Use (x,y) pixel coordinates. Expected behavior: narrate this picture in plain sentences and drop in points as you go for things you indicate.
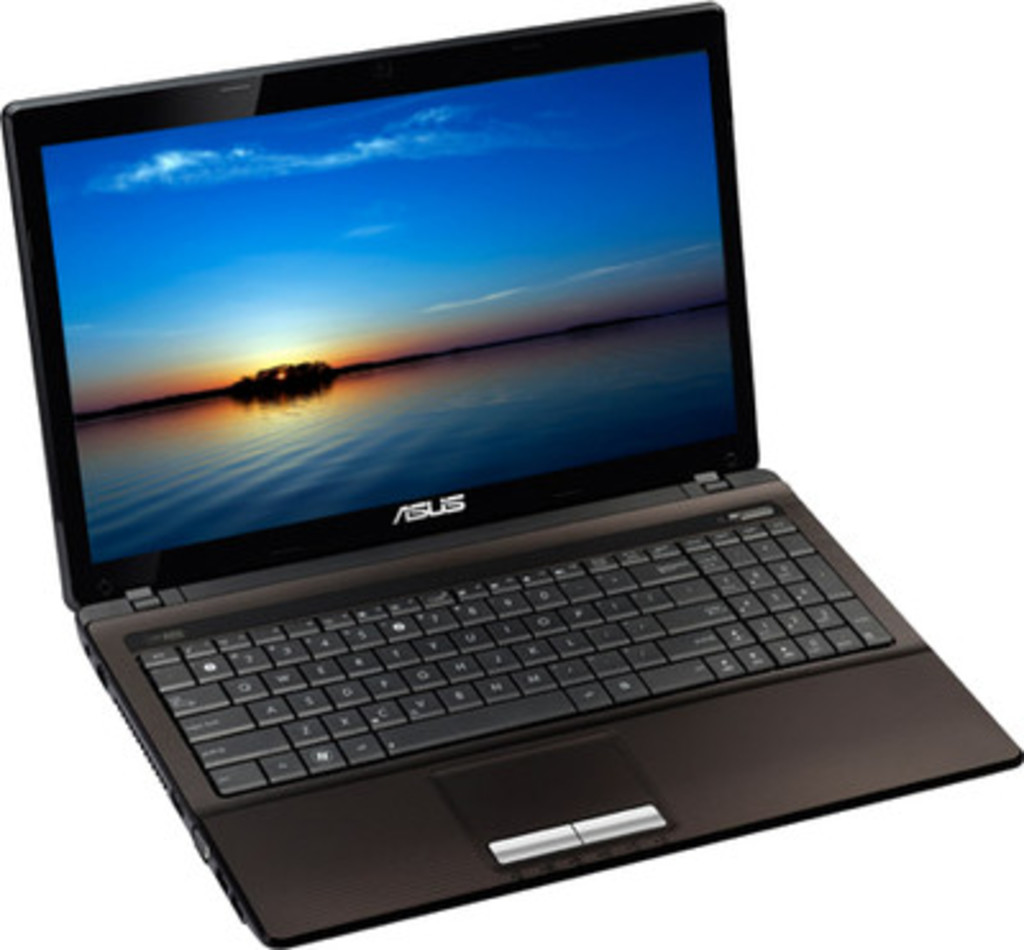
In this picture, there is a laptop (549,337) which is in black in color. On the laptop screen (438,359) there is water (466,422) and a sky (208,279) and the background (815,6) is in white in color.
